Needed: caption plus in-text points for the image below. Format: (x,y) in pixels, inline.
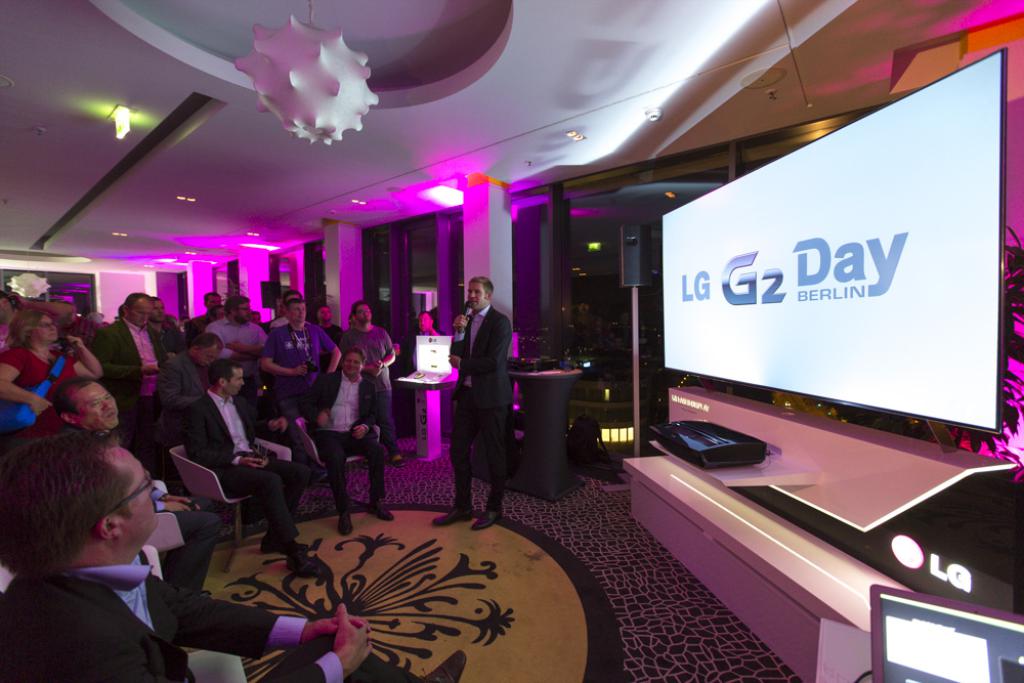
In this picture I can see there are a group of people (237,466) sitting in the chairs (218,498) at left side (215,441) and there is a man (494,430) standing here.
